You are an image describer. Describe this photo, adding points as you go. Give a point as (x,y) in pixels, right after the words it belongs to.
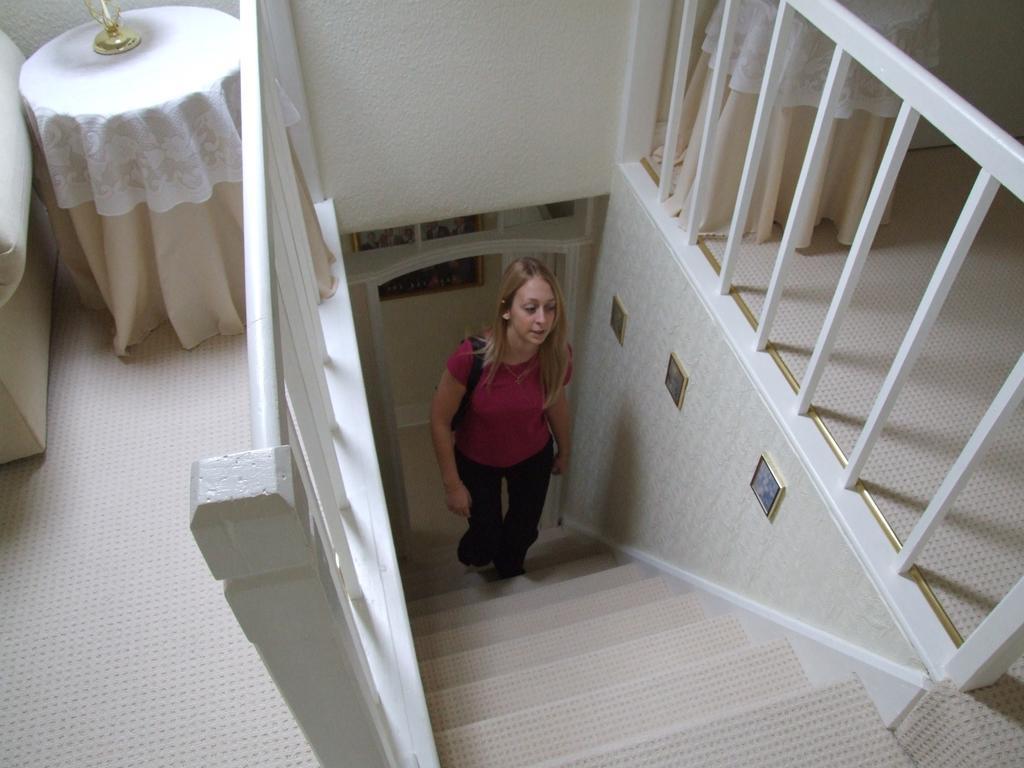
In the image we can see a woman (527,454) wearing clothes (538,437) and the woman (497,472) is climbing the stairs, here we can see the fence (861,258), table (170,182), floor (117,449) and the lamp (121,37).
